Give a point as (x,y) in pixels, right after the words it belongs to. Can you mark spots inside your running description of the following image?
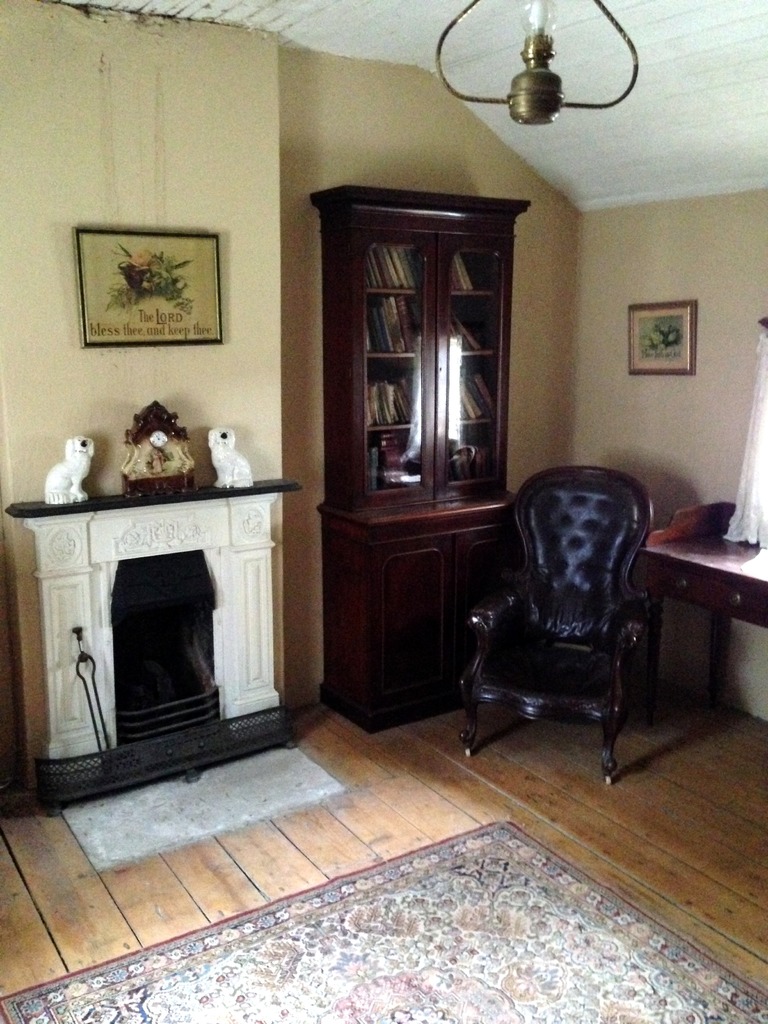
In this image on the right side (569,579) there is one chair (553,649). On the left side (64,563) there is one fireplace (186,514), on the fireplace (175,497) there are two toys (218,467). On the top (265,18) there is a ceiling (403,22), on the left side (64,137) there is a wall (231,210) on that wall (224,282) there is one photo frame (170,289) and in the middle (418,385) there is one cupboard (422,577) and on the right side (648,331) there is wall (623,250) and one photo frame (659,354) is there and on the floor (152,908) there is one carpet (430,930).
